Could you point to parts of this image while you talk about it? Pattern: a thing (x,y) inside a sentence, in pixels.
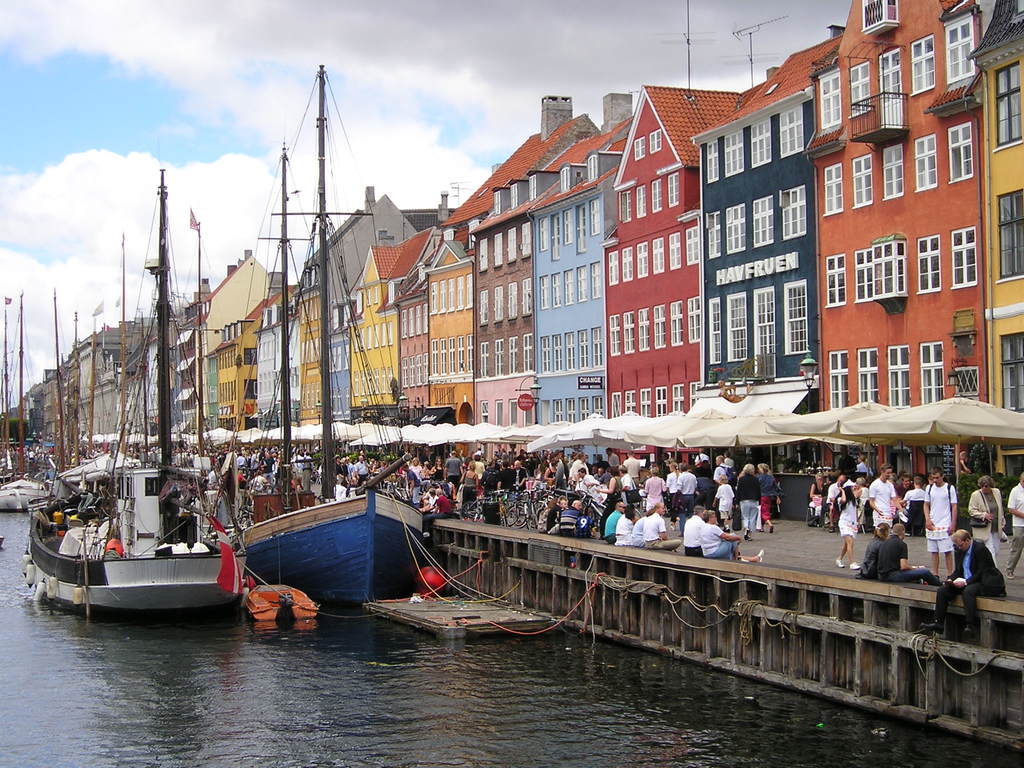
The picture consists of many buildings (533,227) where so many people (903,500) are roaming and sitting on the road (808,536) and beside them there is a river (178,656) on which there are boats (301,611) placed on the river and there is sky (281,124) full of clouds (313,189) and in front of the buildings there are white tents (598,441) are placed and under that people (614,453) are sitting and there are flags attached to the poles (163,209) of the ship (148,572).
